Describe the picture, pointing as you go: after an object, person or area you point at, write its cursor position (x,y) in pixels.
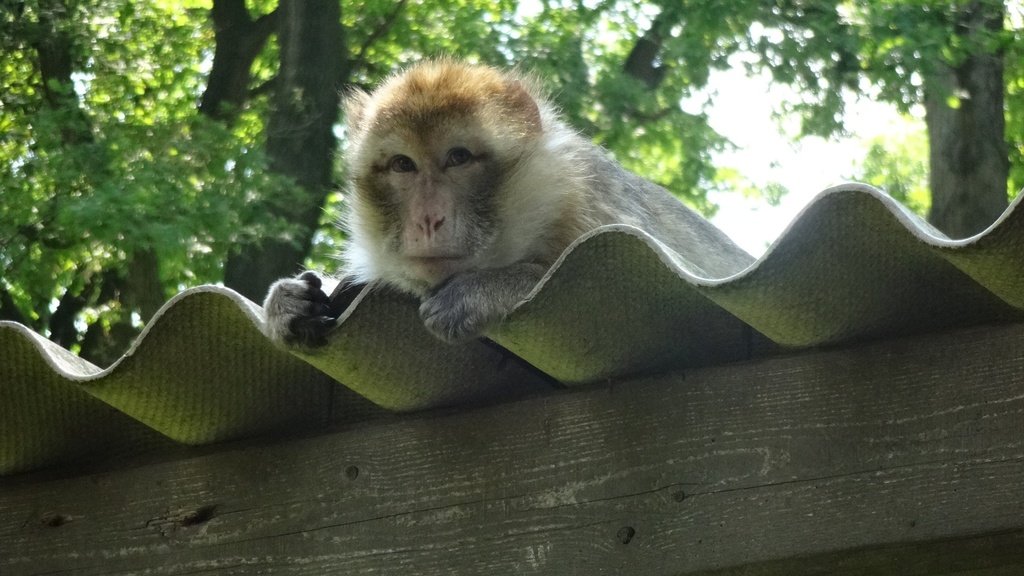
In this image we can see a monkey (483,214) on the asbestos sheet (366,370). At the bottom (653,475) there is a wooden block (549,484). In the background (976,128) there are trees (391,62) and sky (754,101).
